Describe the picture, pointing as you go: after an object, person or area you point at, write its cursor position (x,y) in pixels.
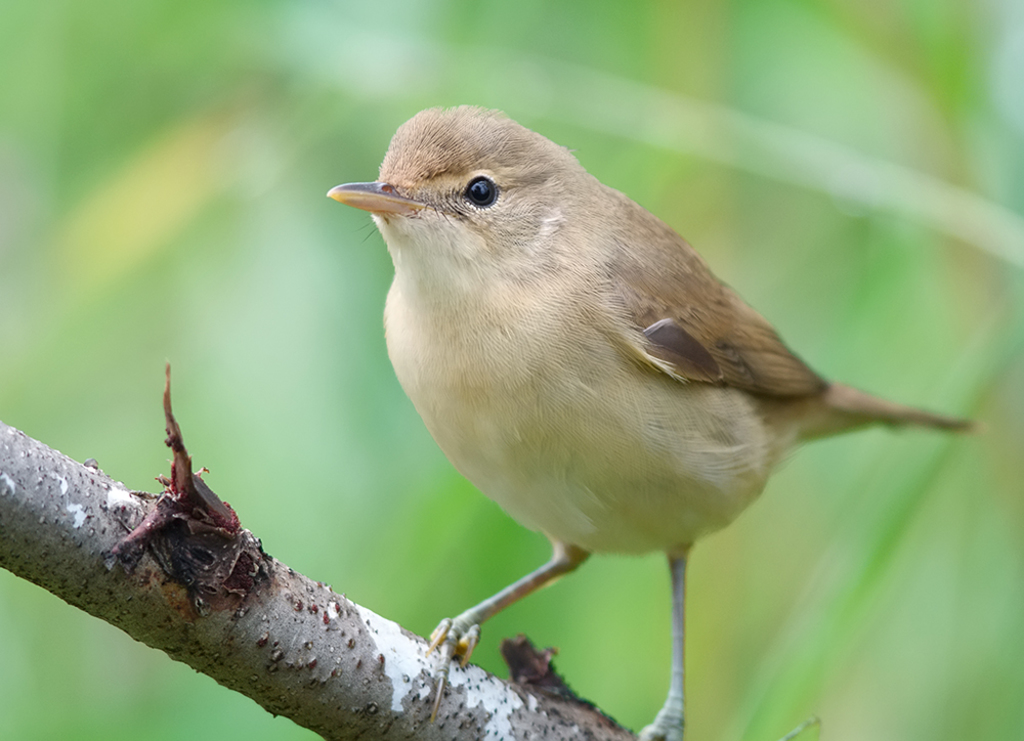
In this image there is a bird (496,411) on a branch (262,584), behind the bird (724,285) there are leaves (825,303).
